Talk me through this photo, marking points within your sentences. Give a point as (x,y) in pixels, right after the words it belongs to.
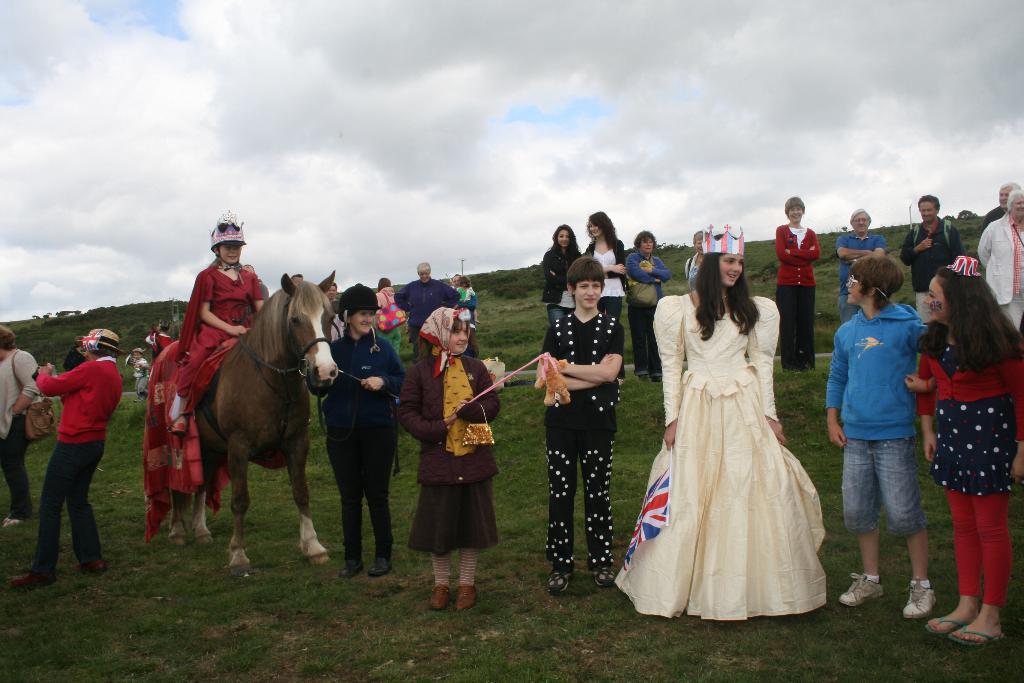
In this image there are a group of people (102,410) who are standing. On the left side (232,377) there is one horse (228,407) and on that horse (236,425) there is one girl (182,402) who is sitting and on the background (248,106) there is a sky (250,184) and in the bottom (290,581) there is a grass (589,607).
